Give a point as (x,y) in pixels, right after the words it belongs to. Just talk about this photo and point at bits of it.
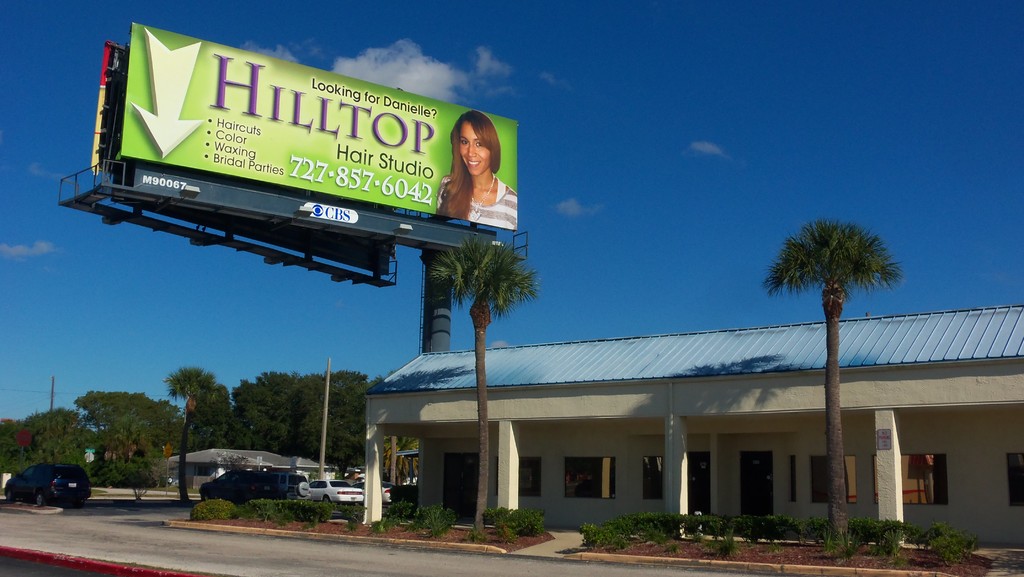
In this image I can see the board (314,102) and I can also see the person (482,191) in the board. In the background (258,404) I can see few vehicles (390,490), trees (279,432) in green color, few poles (324,432) and the sky (230,288) is in white and blue color. In front (588,405) I can see the building (776,364) and I can also see few glass windows (922,487).
